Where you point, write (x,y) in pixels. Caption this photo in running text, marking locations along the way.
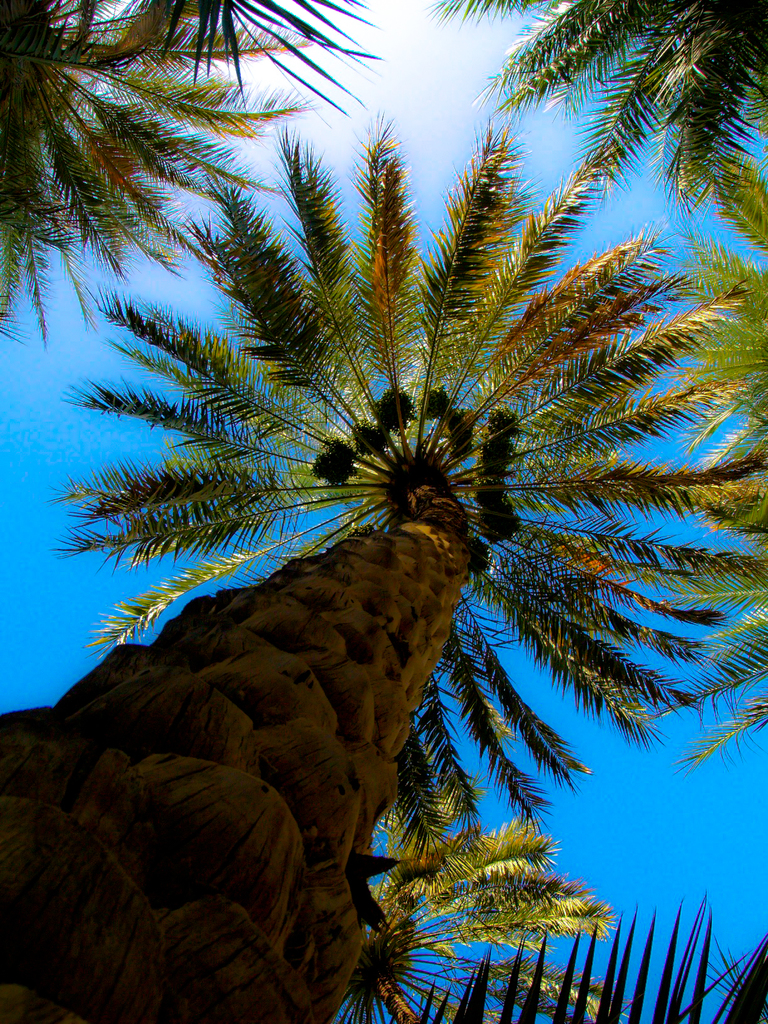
In this image I can see few trees (529,623). At the bottom (183,862) there is a trunk (193,820). In the background (108,345), I can see the sky (39,498).
